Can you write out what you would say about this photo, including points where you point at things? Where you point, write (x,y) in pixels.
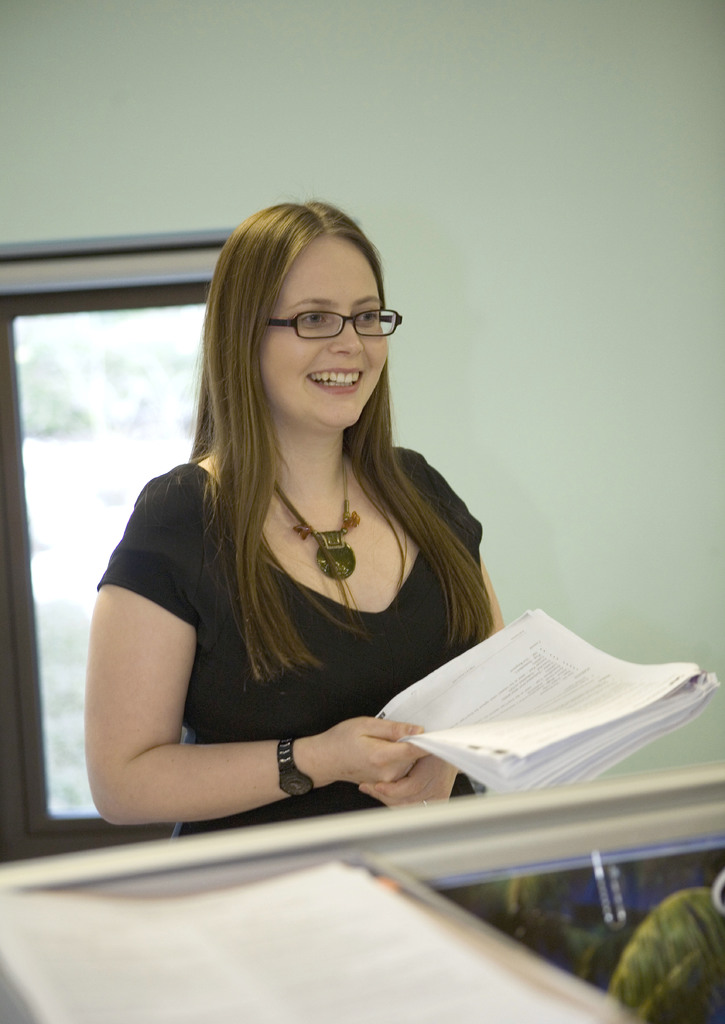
In the center of the image (344,478) there is a lady (120,763) holding papers (544,632) in her hand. At the background of the image (329,153) there is a wall (190,142) and window (41,264). At the bottom of the image (289,905) there are some objects (245,993).
